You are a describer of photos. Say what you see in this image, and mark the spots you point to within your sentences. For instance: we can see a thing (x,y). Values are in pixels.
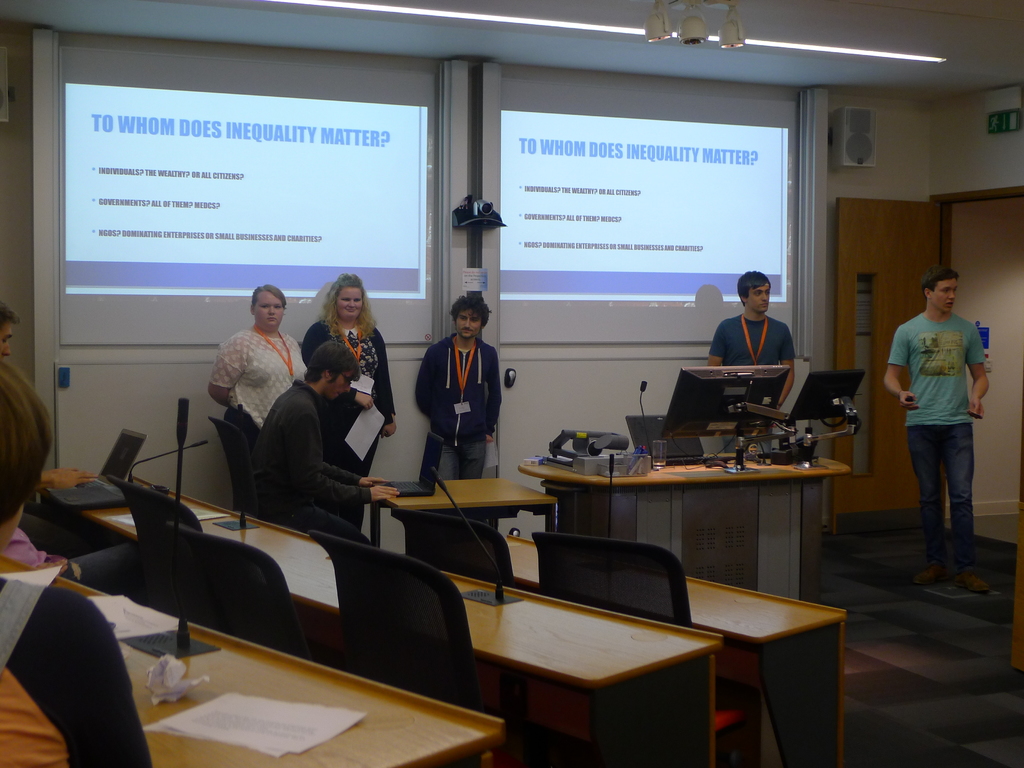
It is looking like seminar hall (495,659). Here I can see few empty chairs (433,679). In the background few people (344,404) are standing in front of the screen (250,265). In the middle of the image (661,509) there is a table (725,495) on which monitors (676,428) and few electronic devices (679,447) are placed.
